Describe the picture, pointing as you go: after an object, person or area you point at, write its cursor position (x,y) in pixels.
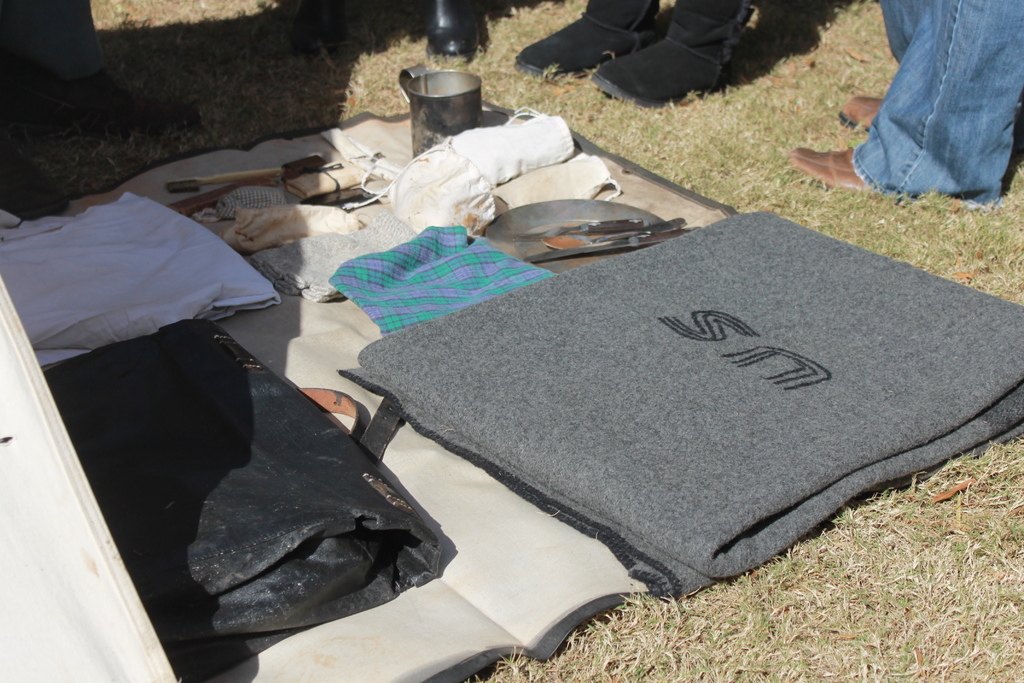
In this image some persons (450,29) are standing at top of this image (958,100) and there is a steel bowl (430,110) at top of this image (460,122) and there are some clothes (265,221) are kept on the ground (842,73) at middle of this image (566,321) and there is some grass (815,607) in the background (753,198).
